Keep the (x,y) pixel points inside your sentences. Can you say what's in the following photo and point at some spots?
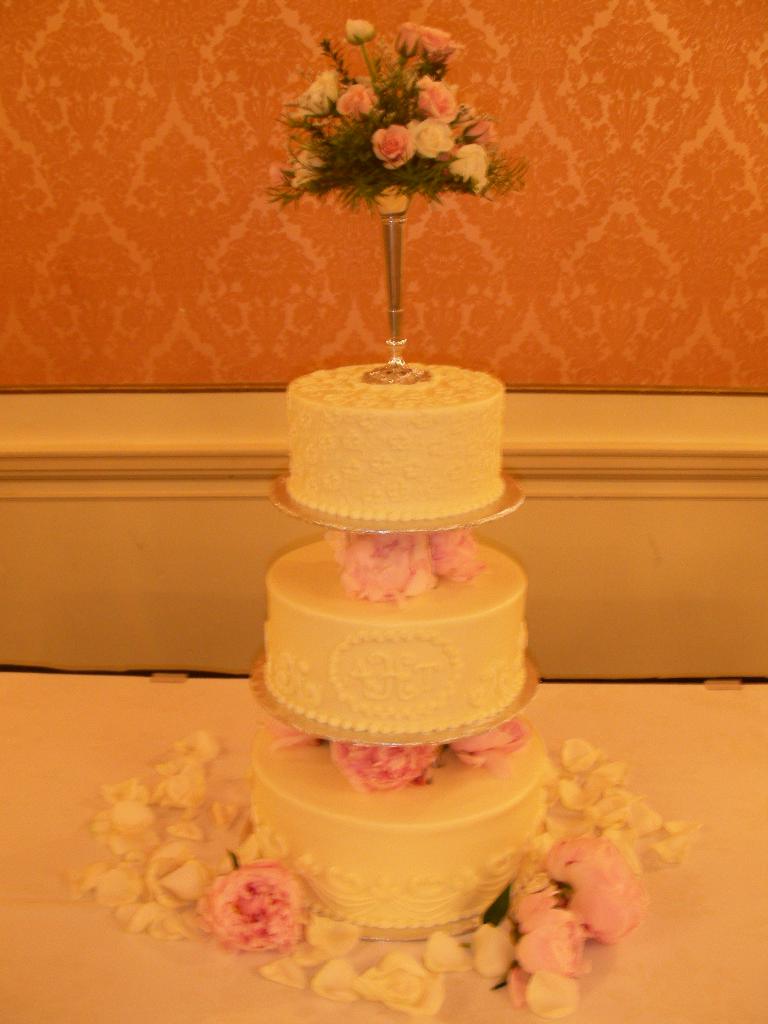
In this image there is a step cake (418,638) in the middle (394,398). At the top of the cake (346,390) there is a flower vase (394,380) in which there are flowers (430,123). At the bottom (263,870) there are flowers (570,854). In the background (640,206) there is a wall (679,186) on which there is a design (713,148).
